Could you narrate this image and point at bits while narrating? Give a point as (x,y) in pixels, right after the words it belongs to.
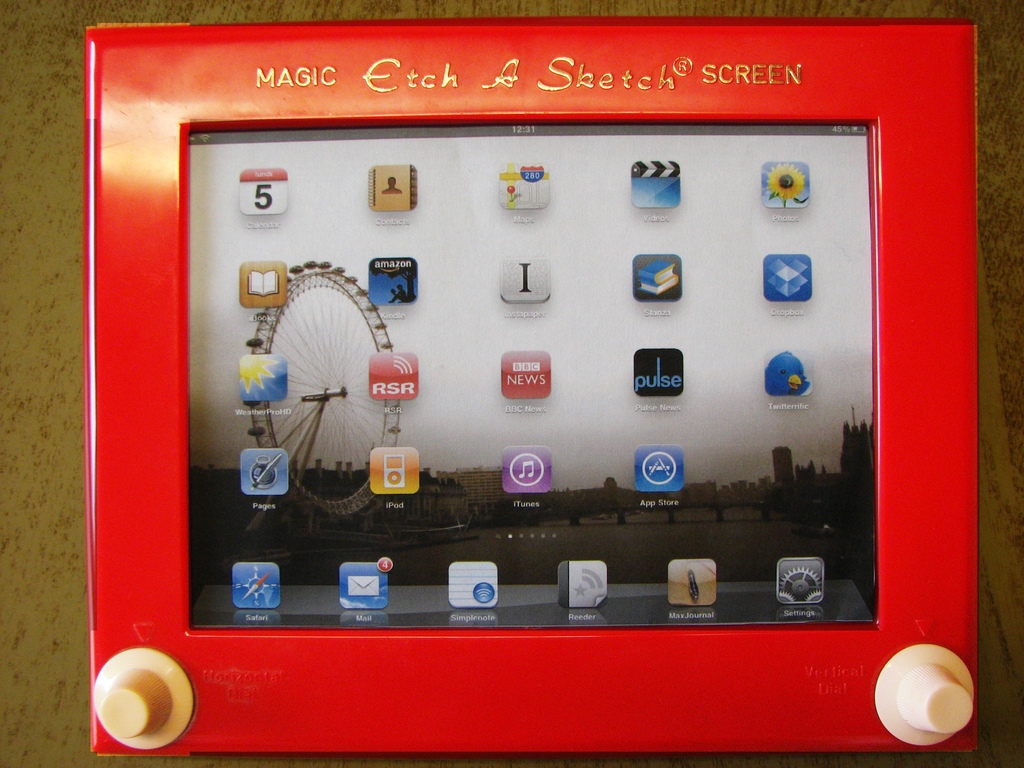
In this picture we can see a frame (968,610) on the table (993,65) and in this frame (108,741) we can see a screen (496,551) with app icons (782,261) and a giant wheel (392,444).
